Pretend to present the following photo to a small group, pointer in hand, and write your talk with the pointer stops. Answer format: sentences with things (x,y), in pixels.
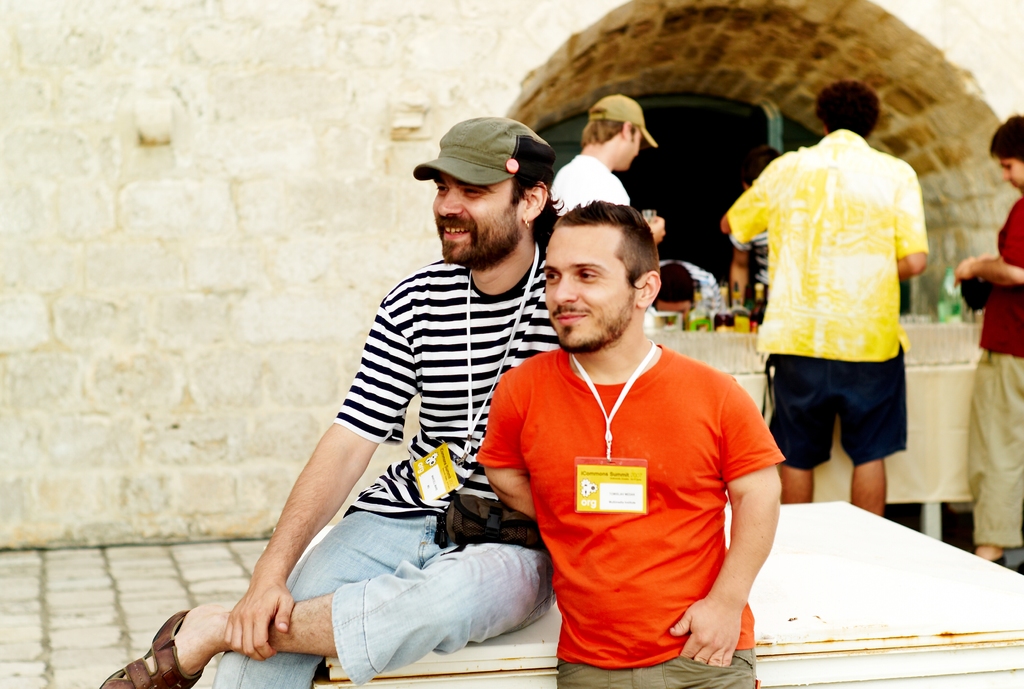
There are people (1016,516) and these two people (437,305) smiling and wearing tags (638,498). In the background (952,18) we can see wall (934,16) and bottles (724,304).
